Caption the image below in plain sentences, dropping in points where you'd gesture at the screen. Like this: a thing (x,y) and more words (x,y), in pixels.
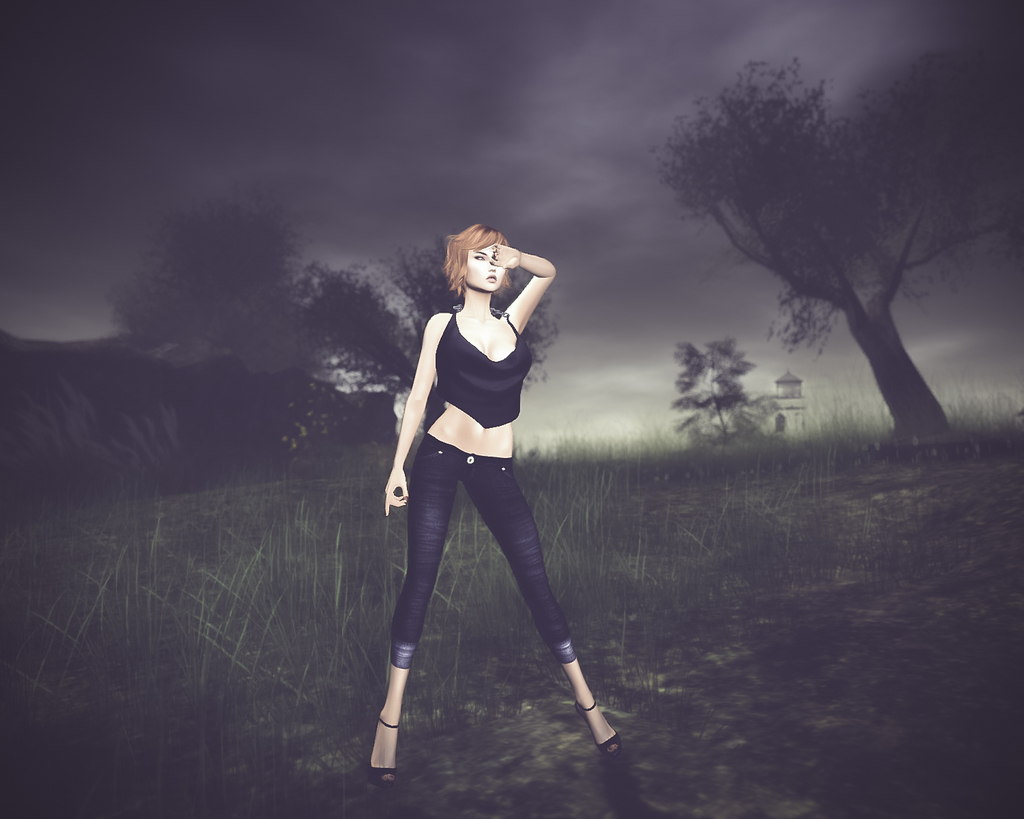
It is an edited image. In this image we can see a woman (502,439) standing in the center (483,298). We can also see the grass (466,513), trees (719,385) and also the cloudy sky (553,208).
